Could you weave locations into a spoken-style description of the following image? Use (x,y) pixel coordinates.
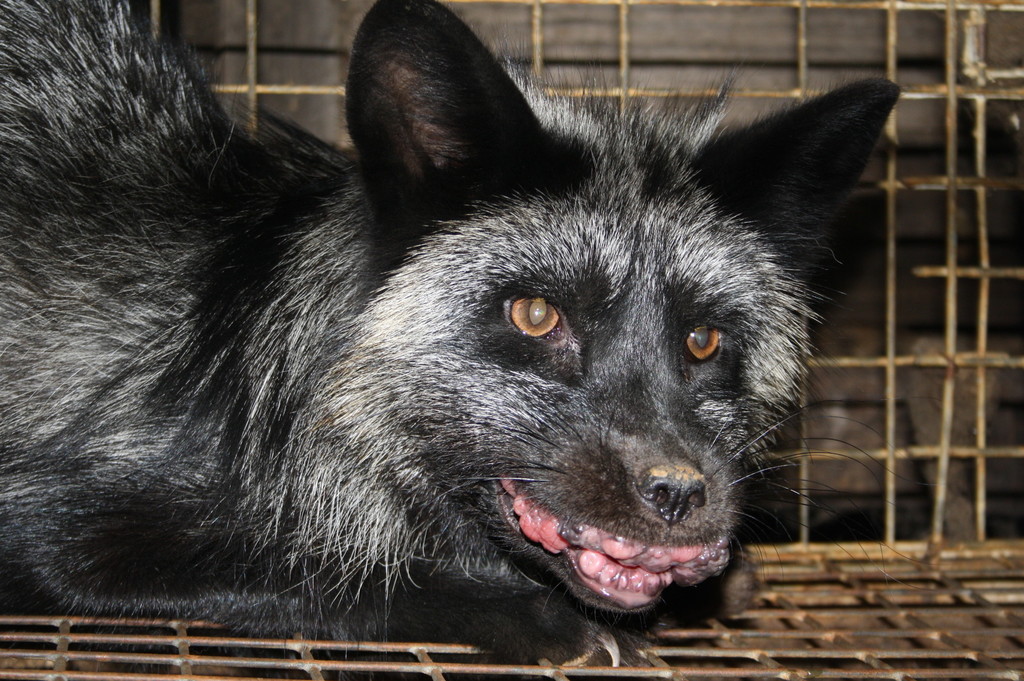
This image consists of a animal (307,323) in black color. It is in a cage (743,674) made up of metal (570,673).
